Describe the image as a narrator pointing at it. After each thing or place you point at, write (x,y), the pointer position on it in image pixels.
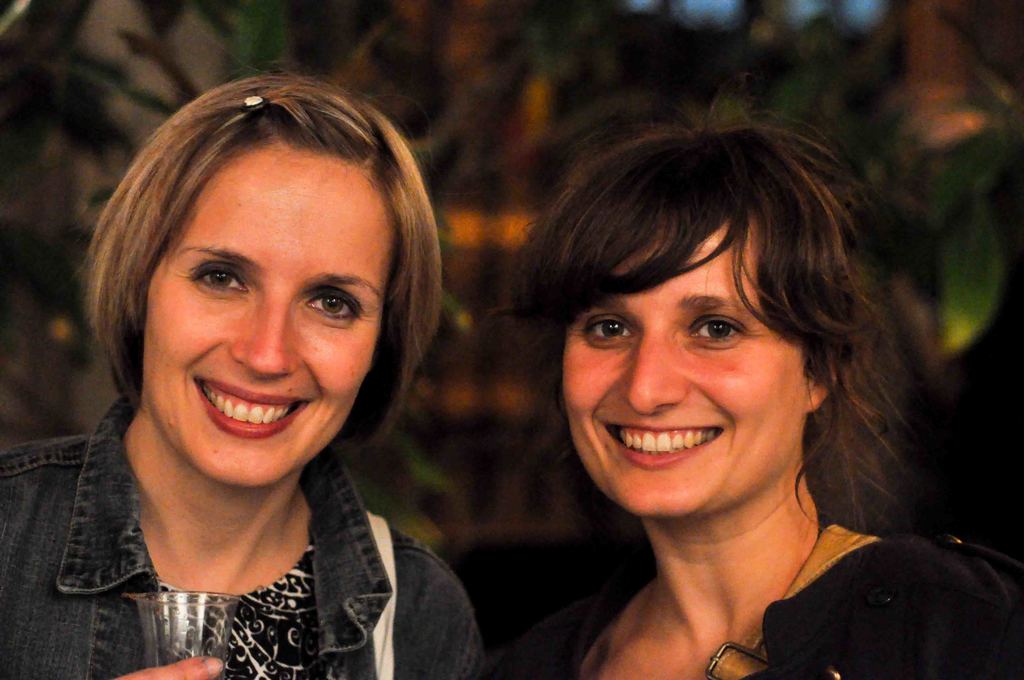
In this image we can see two women (239,615). The background of the image (20,258) is not clear.
